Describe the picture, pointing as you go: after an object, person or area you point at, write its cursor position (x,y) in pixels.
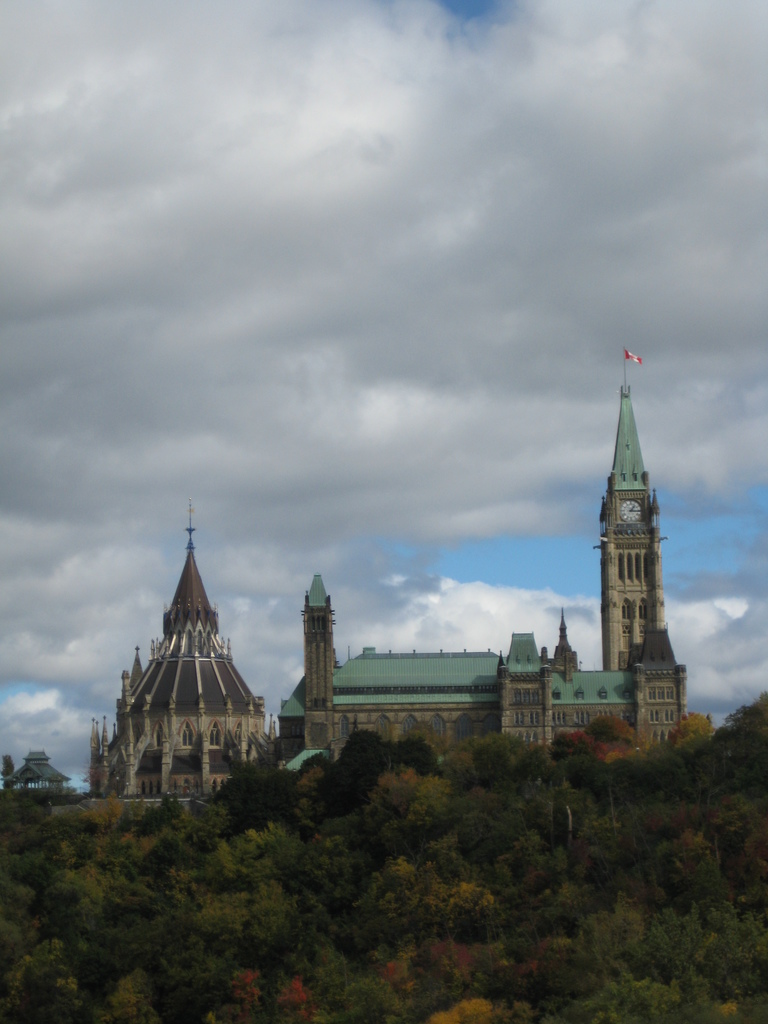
In the center of the image (409,676) there is a building (152,768). There are trees (411,840). In the background of the image (520,330) there is sky (522,381) and clouds (506,306).
